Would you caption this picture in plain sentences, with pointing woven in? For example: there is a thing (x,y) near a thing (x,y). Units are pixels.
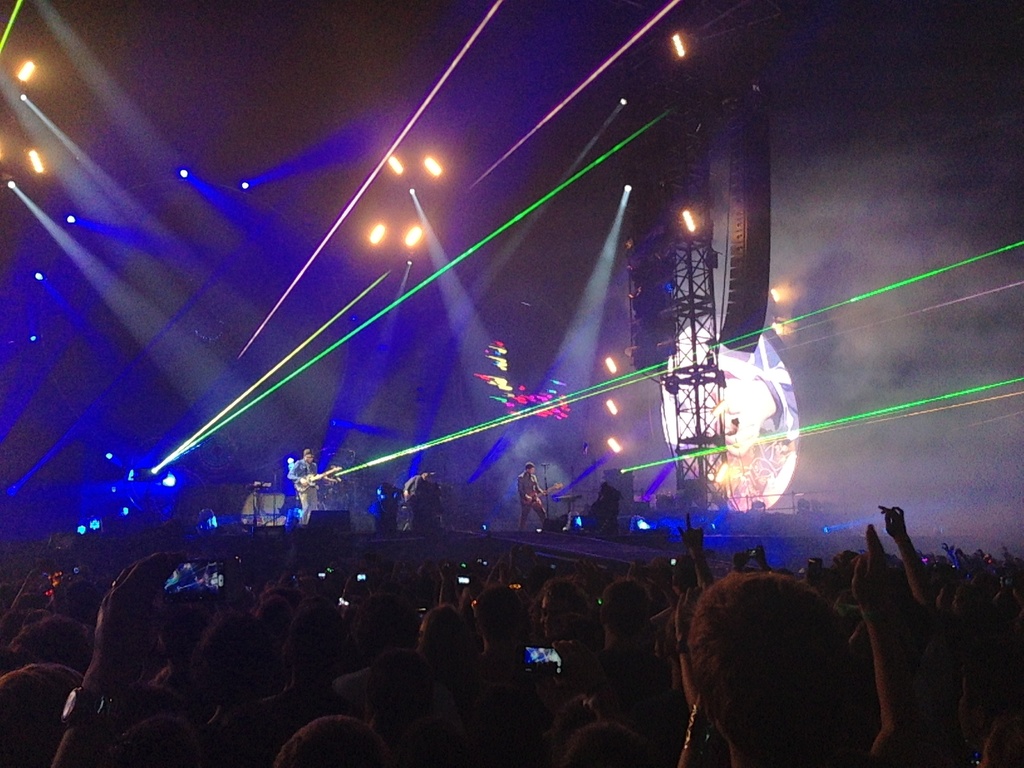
In this image I can see the group of people (404,616) and few people (404,616) are holding the mobiles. In-front of these people (504,590) I can see few people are playing the musical instruments (269,510). To the side I can see the crane (702,415) and many lights (591,315) in the top (629,138).
